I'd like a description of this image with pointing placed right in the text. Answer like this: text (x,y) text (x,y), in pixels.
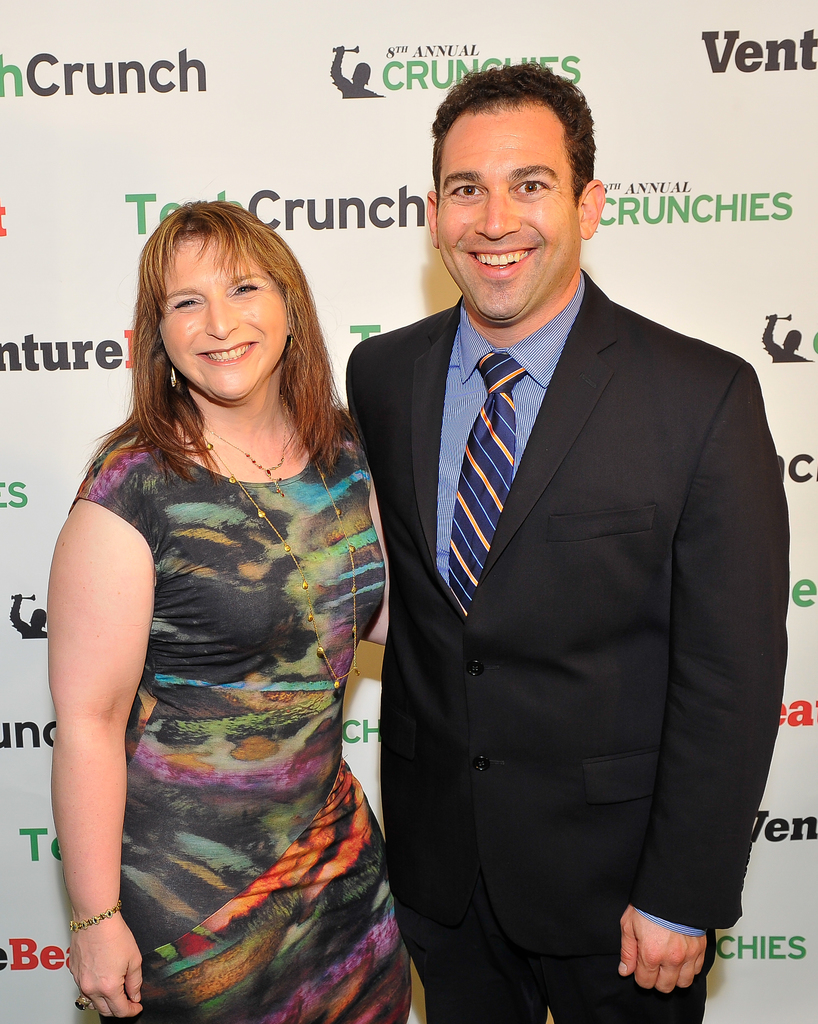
In this picture there is a man (617,568) who is wearing suit (554,589), beside him there is a woman (319,597). Both of them are standing near to the banner (748,291).
